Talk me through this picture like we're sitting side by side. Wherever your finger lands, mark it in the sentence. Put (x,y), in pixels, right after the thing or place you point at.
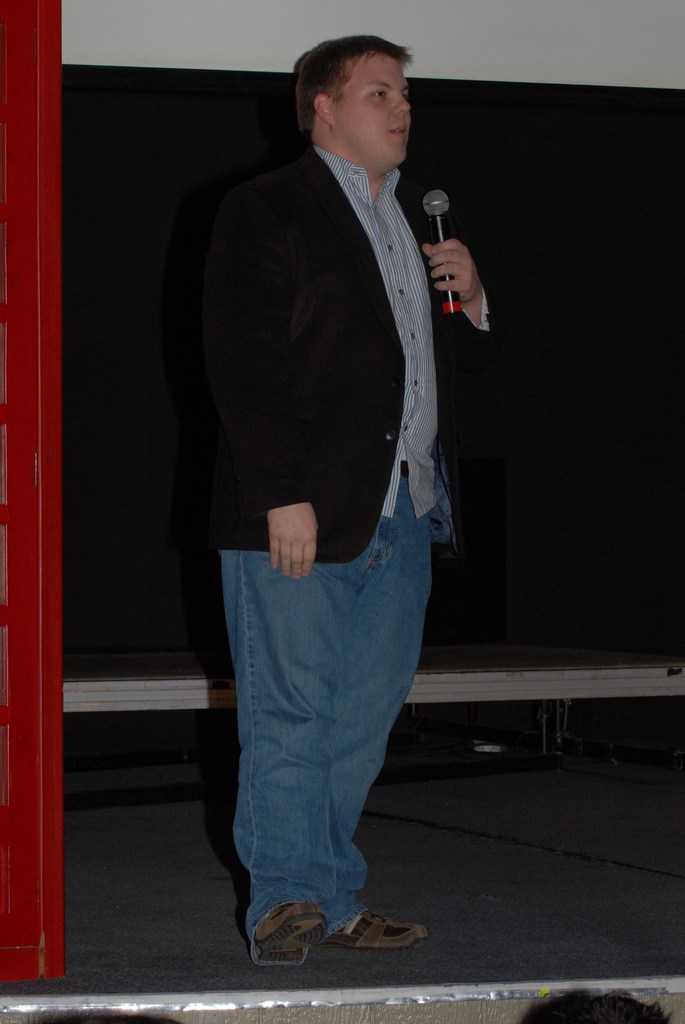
In this image I see a man (257,243) standing and he is holding a mic (444,313).
